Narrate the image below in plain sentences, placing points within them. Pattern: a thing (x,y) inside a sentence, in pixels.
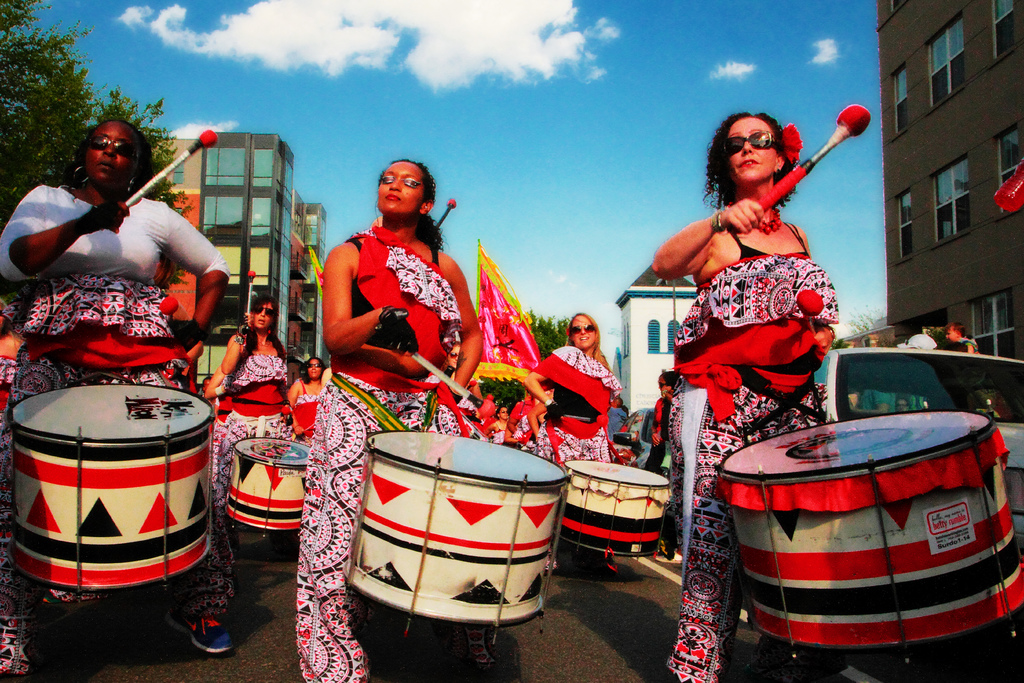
There are group of women (406,366) playing drums (517,482) and there are buildings (277,243) on the either side of the road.
